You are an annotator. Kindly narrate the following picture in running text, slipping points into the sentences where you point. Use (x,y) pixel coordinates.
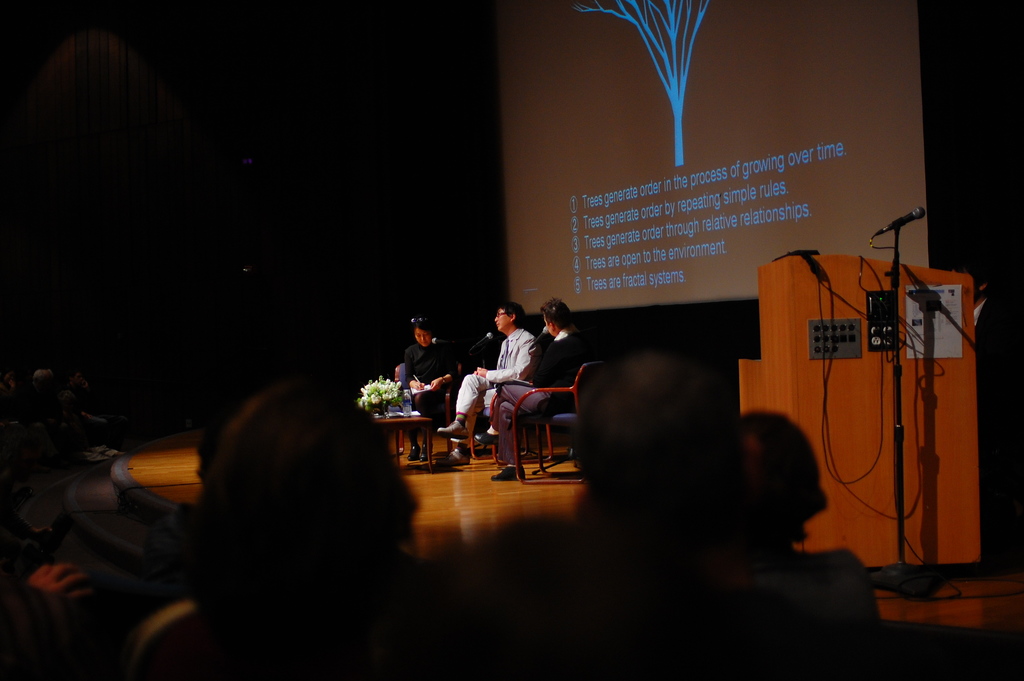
In this picture I can see few people (459,436) are sitting on the stage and talking, behind there is a screen (658,129) on the board (605,203), in front (307,614) I can see few people (216,621).
